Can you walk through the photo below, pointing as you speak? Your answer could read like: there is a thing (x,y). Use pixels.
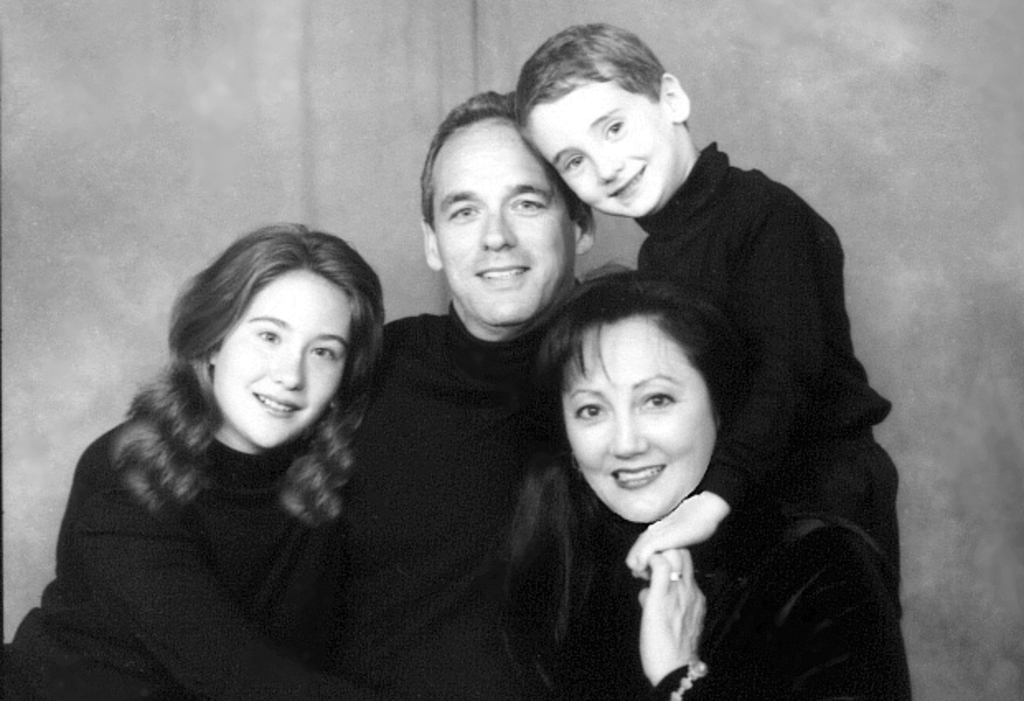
In this picture I can see a man (502,338) and couple of women (311,492) seated and a boy (670,204) standing and i can see a grey color background (105,136).
